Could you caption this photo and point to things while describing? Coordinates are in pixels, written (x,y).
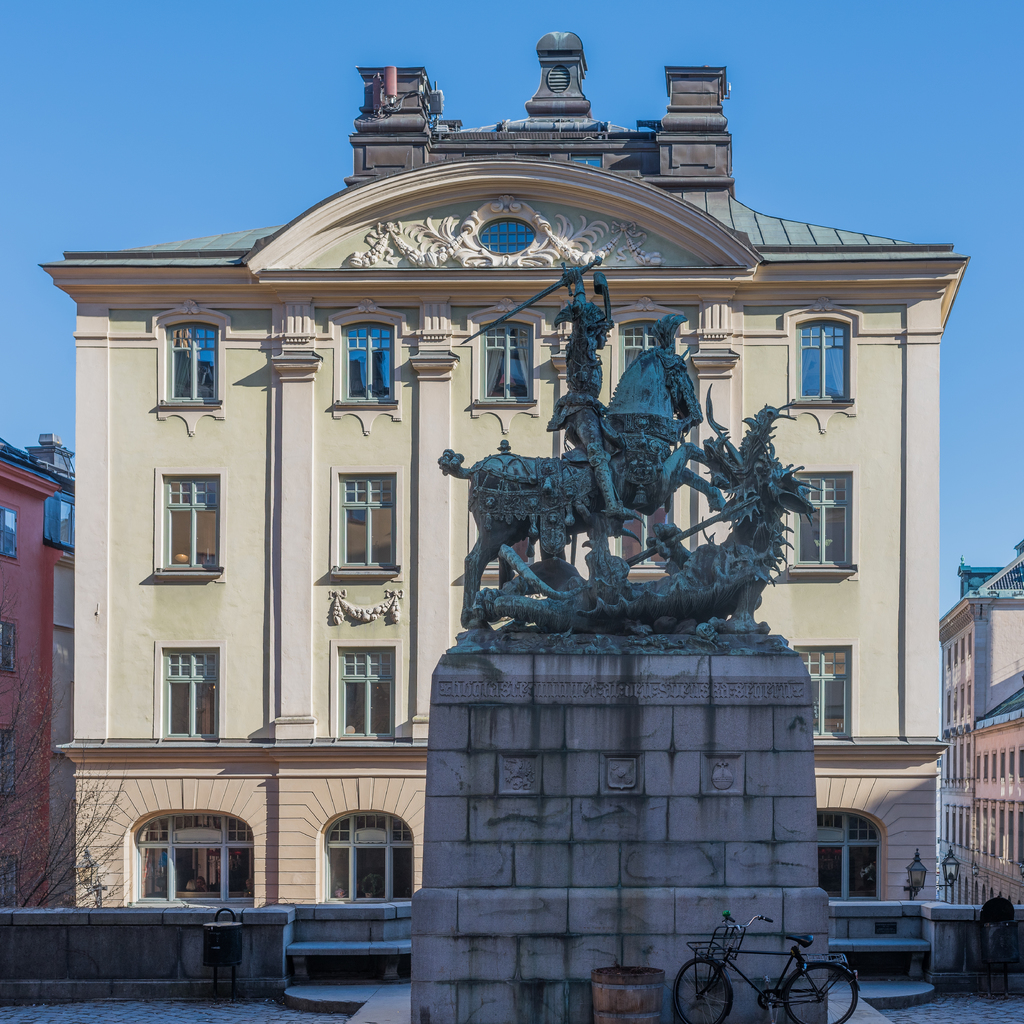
In this image I can see a statue (586,586), in front I can see a bicycle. Background (252,597) I can see few buildings (352,539) in cream and brown color, and the sky (242,132) is in blue color.
